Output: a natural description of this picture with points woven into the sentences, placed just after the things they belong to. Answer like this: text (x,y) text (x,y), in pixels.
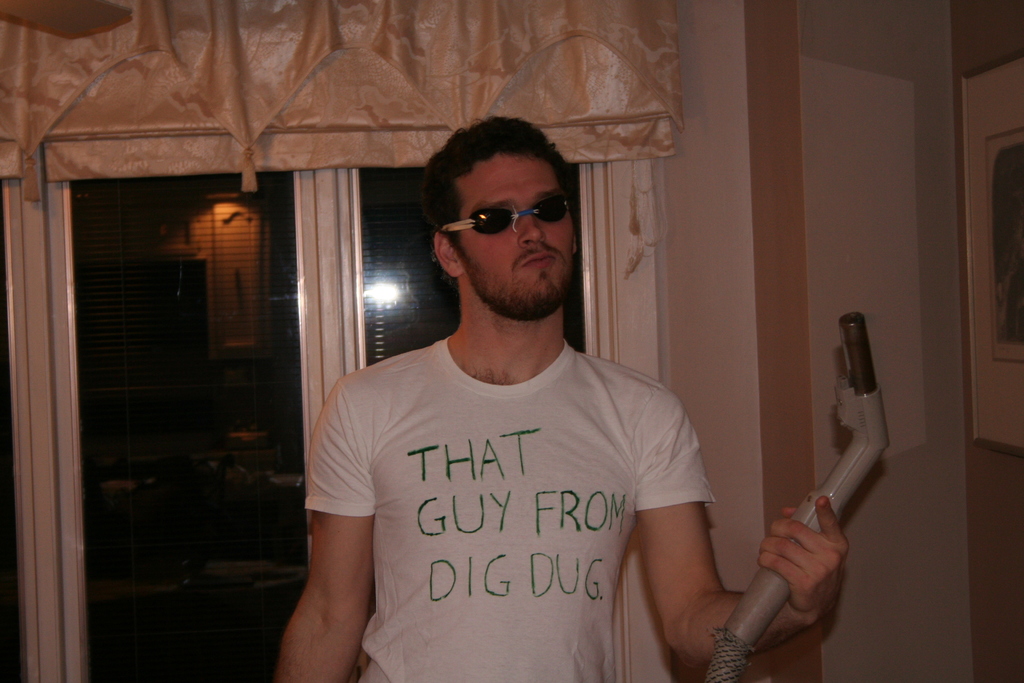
In the picture I can see a man (488,426) is standing and holding an object (764,569) in the hand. The man (430,557) is wearing glasses (453,229) and white color t-shirt (444,565). In the background (265,359) I can see a wall (741,226), windows (386,271) and a photo (993,225) attached to the wall (959,170).
